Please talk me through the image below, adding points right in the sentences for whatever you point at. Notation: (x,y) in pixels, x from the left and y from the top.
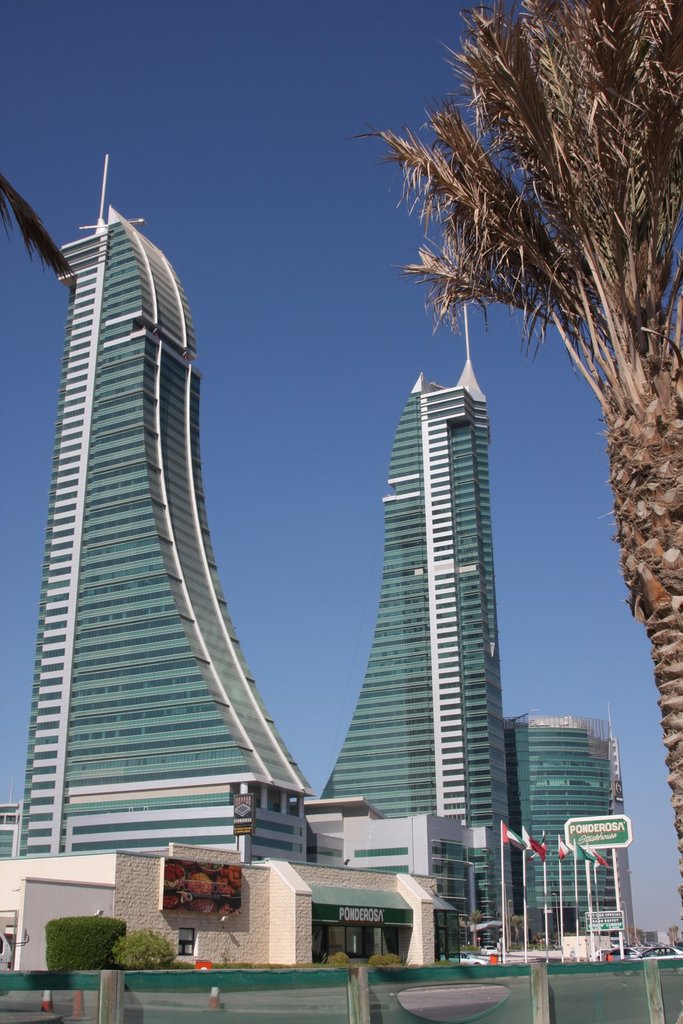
In this picture we can see buildings (146,652) and trees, here we can see flags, boards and some objects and we can see sky (250,631) in the background (275,575).
